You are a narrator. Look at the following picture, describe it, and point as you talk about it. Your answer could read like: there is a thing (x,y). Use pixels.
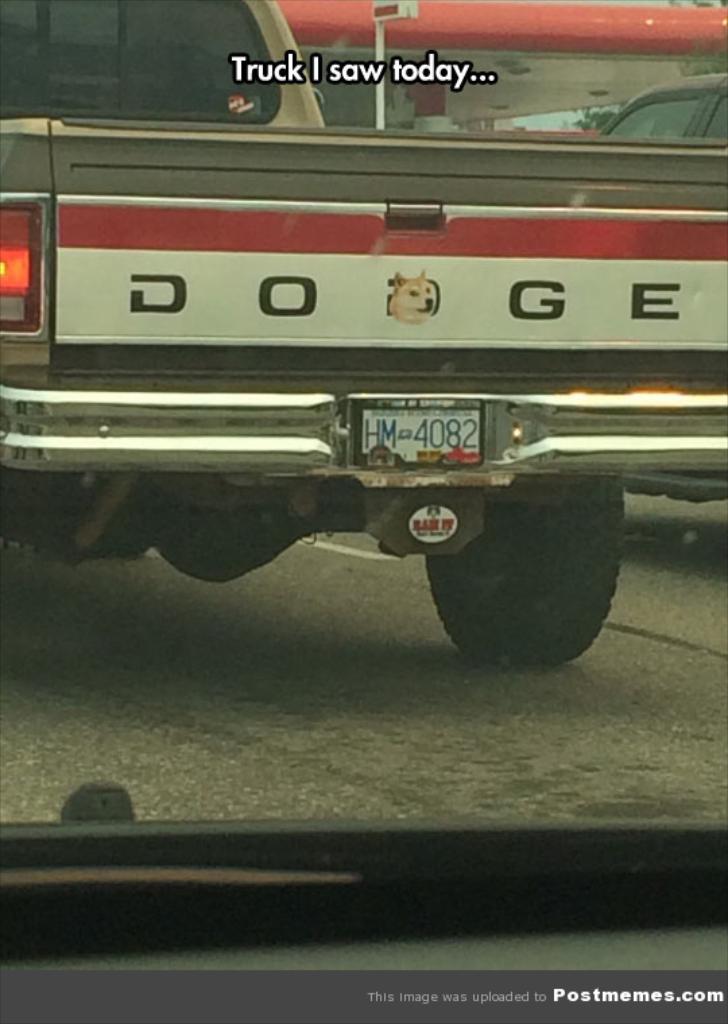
In this image in the foreground (124,850) there is one windshield (418,629), and through the window (231,351) i can see one vehicle (467,375), road (335,689). And at the bottom (367,866) there is another vehicle (400,957) and text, and at the top of the image (400,73) there is text (410,73).
